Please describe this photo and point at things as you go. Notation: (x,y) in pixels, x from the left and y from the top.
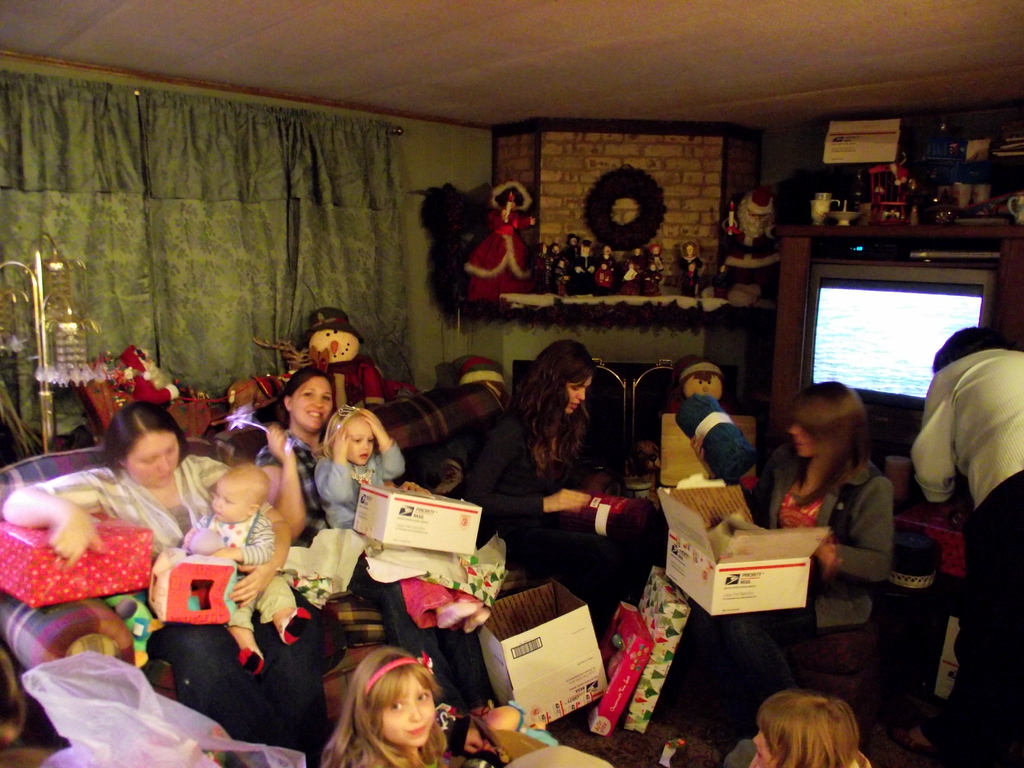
In this image I can see few women (196,497) are sitting on the couch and holding babies (264,536) in their laps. I can see few gift boxes (131,562) which are red, green and cream in color and few cardboard boxes (687,557). I can see few persons (819,730) are sitting on the ground (699,743), a television (918,328), few objects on the television (900,330), few toys (555,267) on the desk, the ceiling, the wall (795,182) and the green colored curtain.
